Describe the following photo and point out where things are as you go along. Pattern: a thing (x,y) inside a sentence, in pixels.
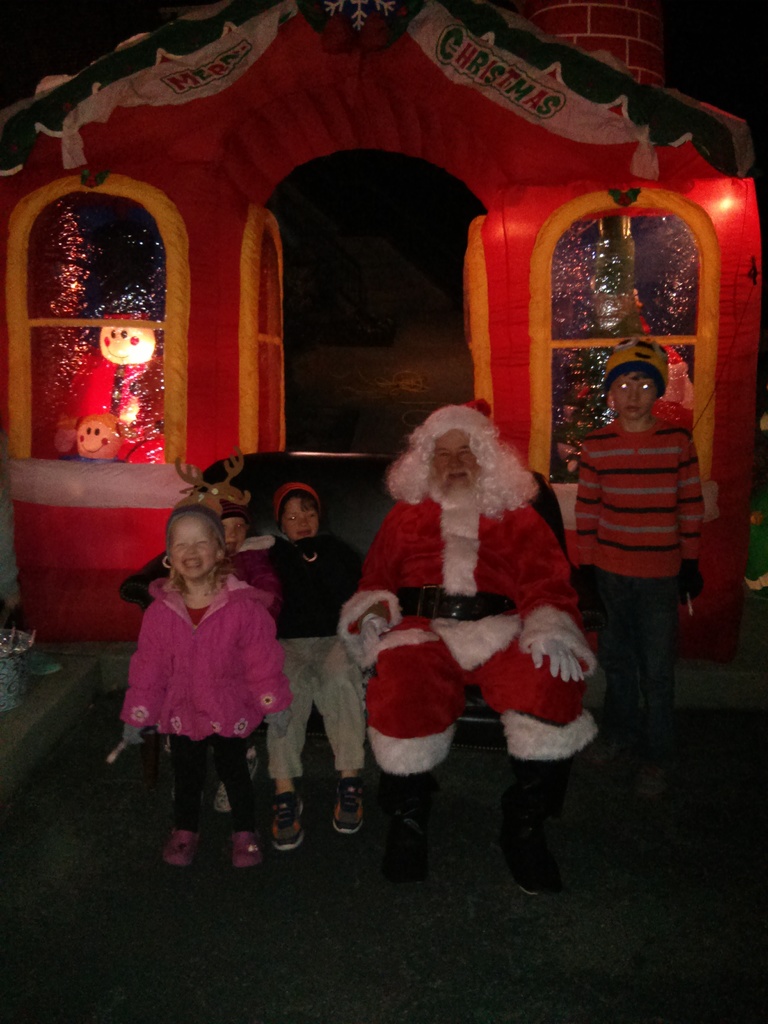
In this picture I can see 4 children (354,757) and a person (448,637) who is wearing Santa Claus costume (441,570) and I see that 3 of them are sitting and rest 2 of them are standing. In the background (370,407) I can see the cloth (218,38) on which there are words (462,46) written and I can see the lights (141,323) and I see that this picture is a bit in dark.
